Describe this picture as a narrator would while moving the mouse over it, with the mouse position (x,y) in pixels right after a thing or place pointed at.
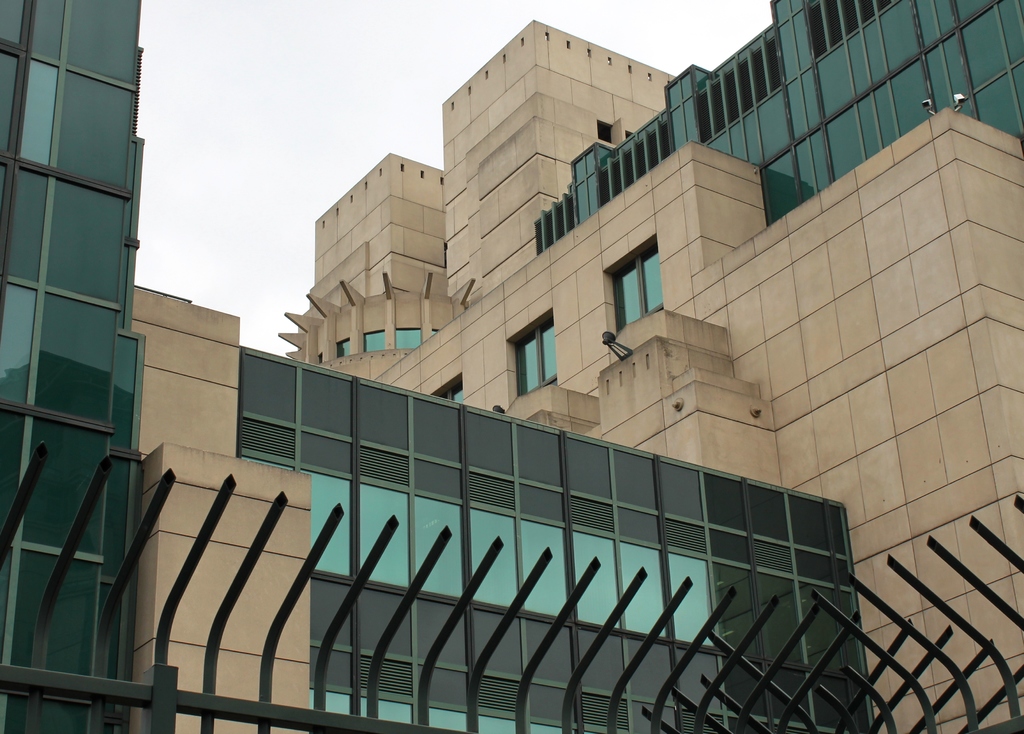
In this image we can see a building (621,532) with windows (542,367). We can also see the sky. In the foreground (240,706) we can see some metal poles (496,630).
